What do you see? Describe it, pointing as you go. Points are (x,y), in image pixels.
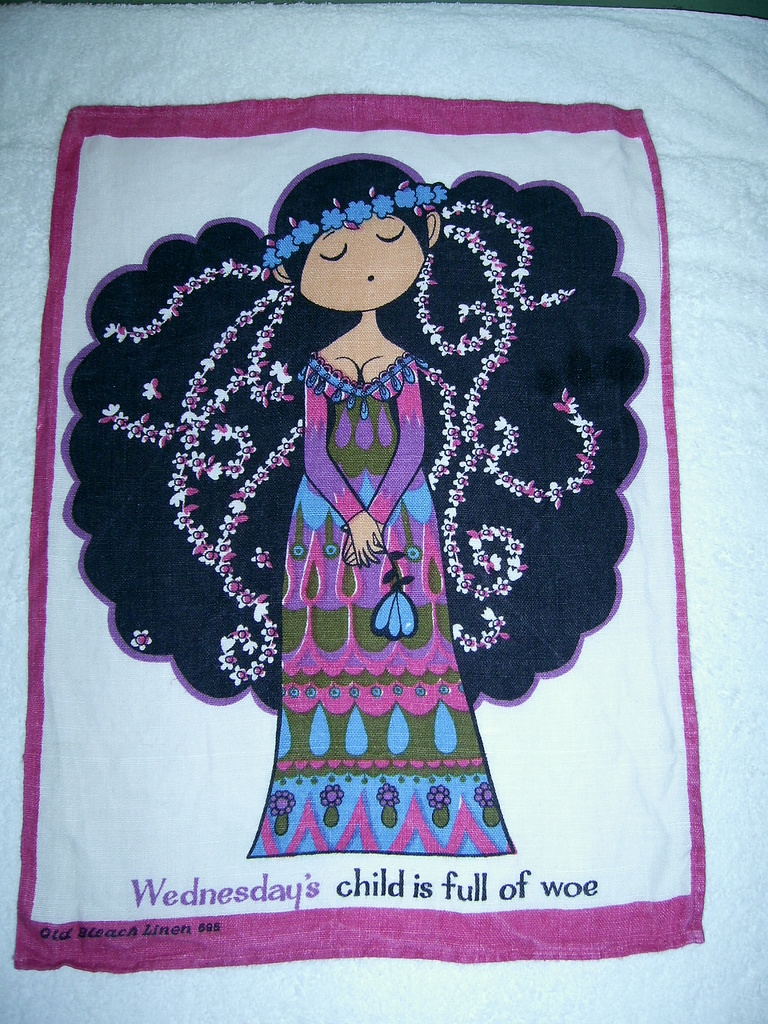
In this picture we can see a cloth (376,618). On the cloth (425,553) there is a printed design (345,618) of a doll (371,674) and text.
